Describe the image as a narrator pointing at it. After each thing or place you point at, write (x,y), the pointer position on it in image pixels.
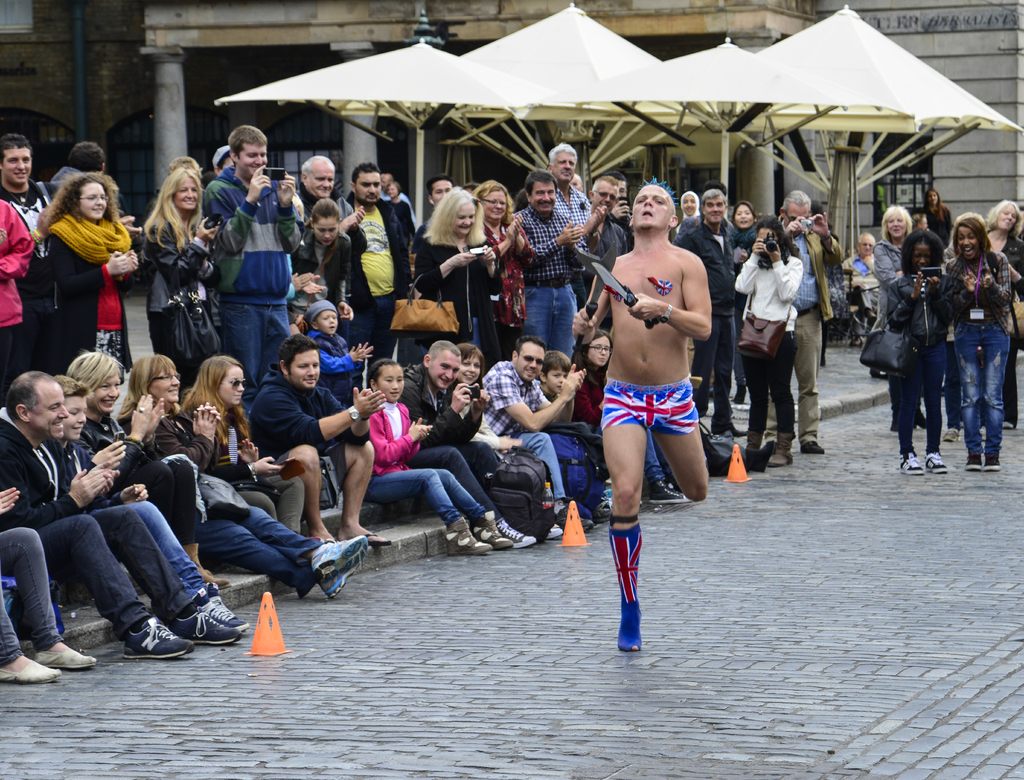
This is an outside view. Here I can see a man (645,402) is dancing on the road (845,684). In the background (393,436), I can see many people (408,272) are standing and looking at this man (606,292). Few are clapping and few are holding cameras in their hands (760,249). On the top (501,85) I can see few tents (522,88) and a building (255,23).
